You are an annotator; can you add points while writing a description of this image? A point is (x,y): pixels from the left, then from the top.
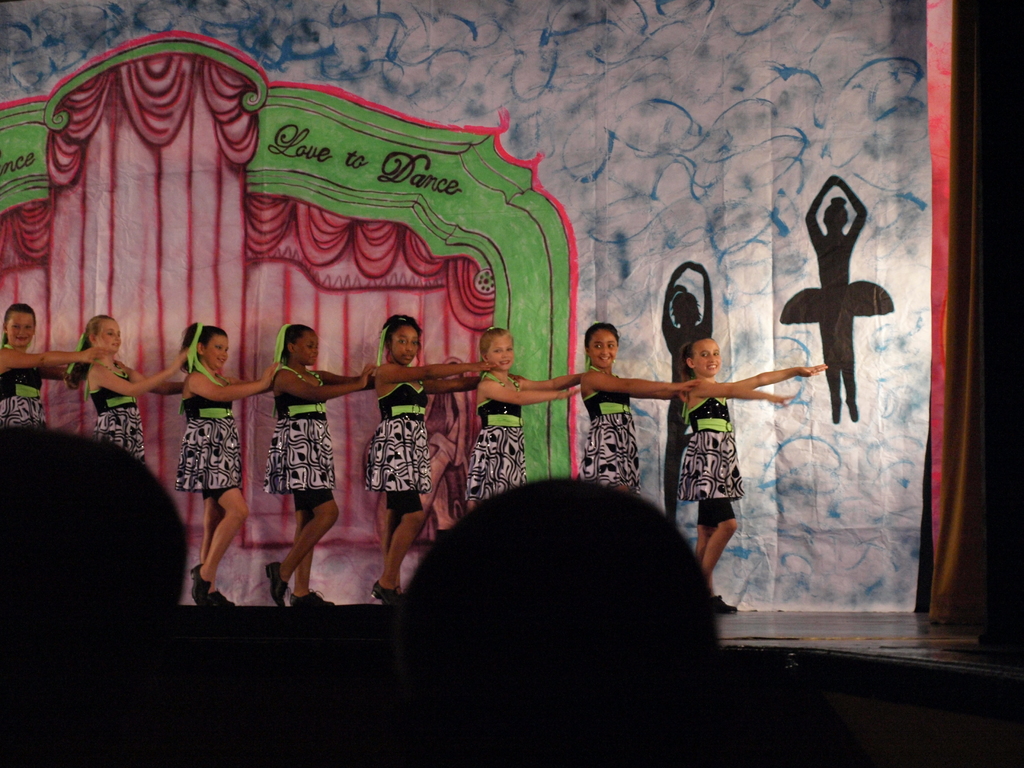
In the center of the image (603,380), we can see people (513,360) performing dance on the stage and in the background (76,218), there is a curtain (972,225) and we can see a banner (579,134). At the bottom (687,745), there are some other people (597,599).
